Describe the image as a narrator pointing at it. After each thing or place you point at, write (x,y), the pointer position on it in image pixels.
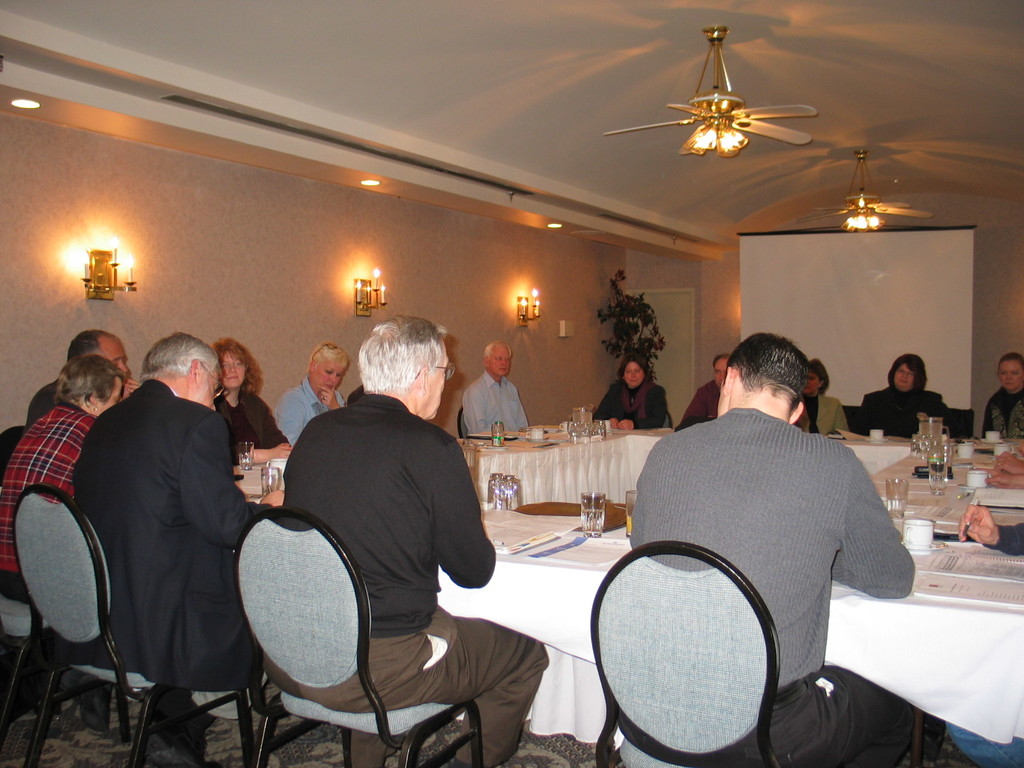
In the image we can see there are people (820,602) who are sitting on chair (61,534) and on table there are glass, cup (907,524), papers (972,549), pen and there are lighting (112,281) attached to the wall (162,242) and there are ceiling fans (712,112) on the top (728,105) and there is projector screen (873,317) in front.
